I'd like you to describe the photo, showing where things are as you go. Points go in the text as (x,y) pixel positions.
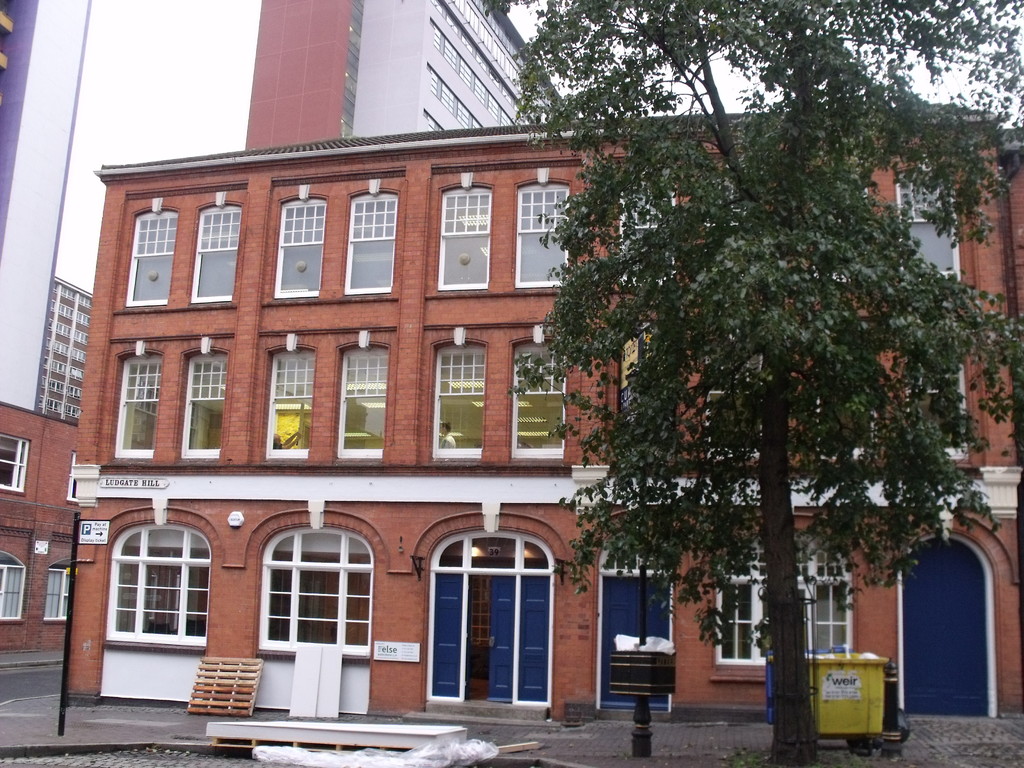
In this picture we can see buildings (209,379), sign board (93,524), pole (79,515), windows (473,367), doors (612,589), tree (731,344), garbage bins (838,705) are there. At the bottom of the image (522,726) ground (550,720) is there. At the top of the image (84,245) sky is there.
